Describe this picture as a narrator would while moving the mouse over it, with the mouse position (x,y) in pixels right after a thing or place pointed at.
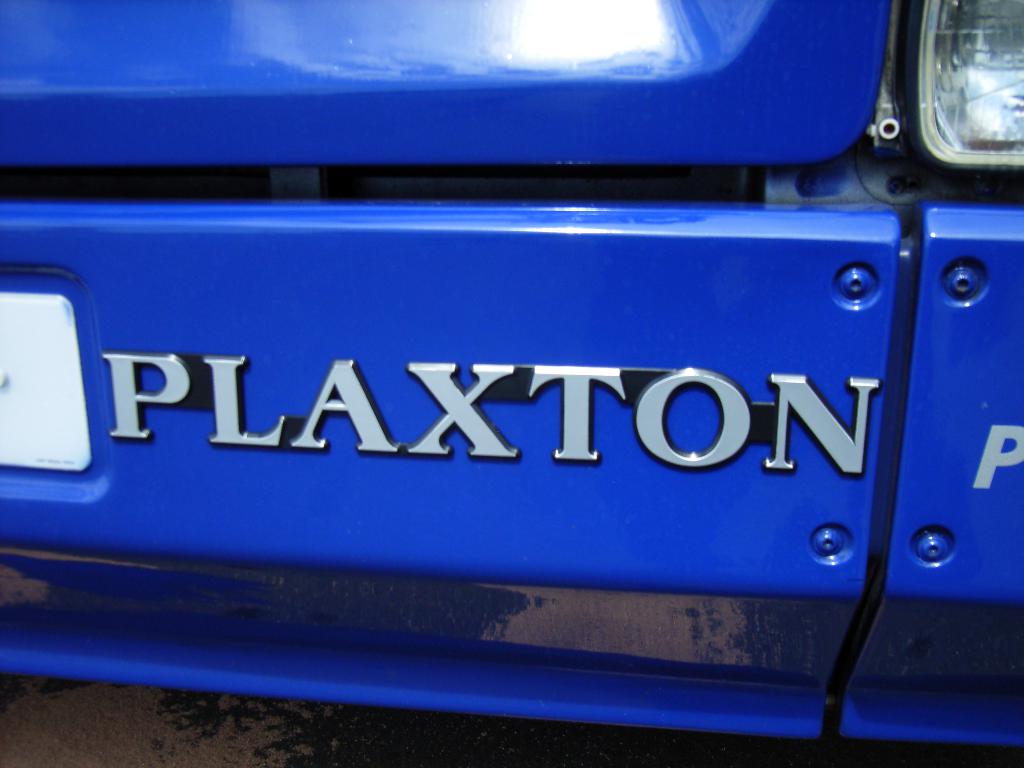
There is a silver color text (646,408) on a blue color vehicle (219,327) which is having a light (943,111) and a white color number plate (46,332). This vehicle (182,653) is on a surface (118,727).
